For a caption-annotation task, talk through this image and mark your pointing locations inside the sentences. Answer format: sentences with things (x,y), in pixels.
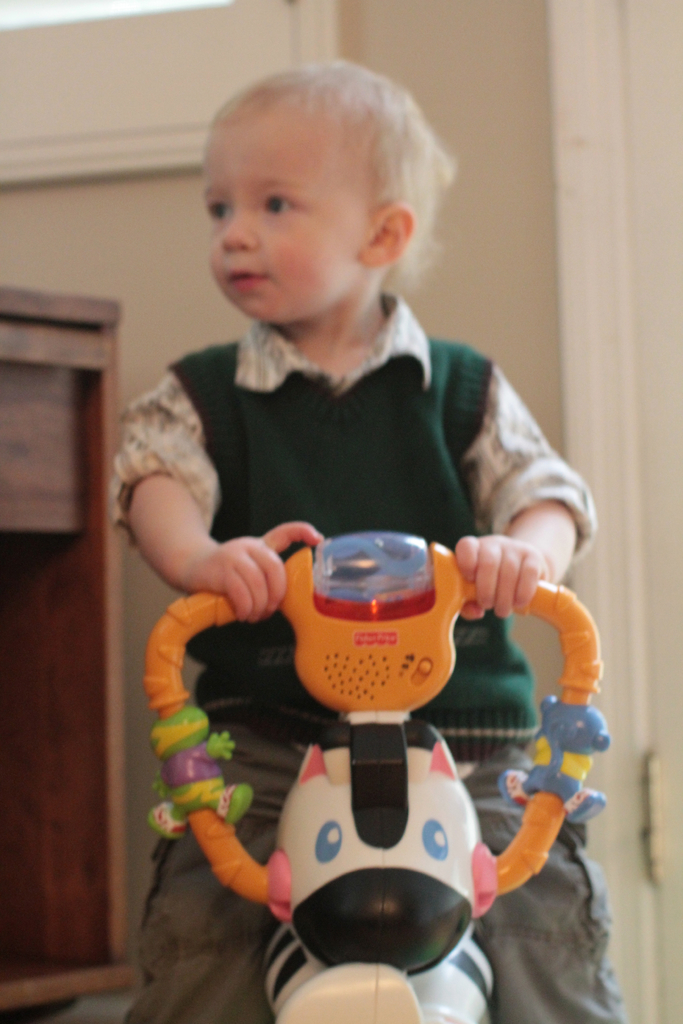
In the foreground of this image (383,611), there is a kid (406,510) sitting on a toy vehicle (385,906). In the background (452,64), there is a wall (475,42), white board (144,61) and a table (42,383).
